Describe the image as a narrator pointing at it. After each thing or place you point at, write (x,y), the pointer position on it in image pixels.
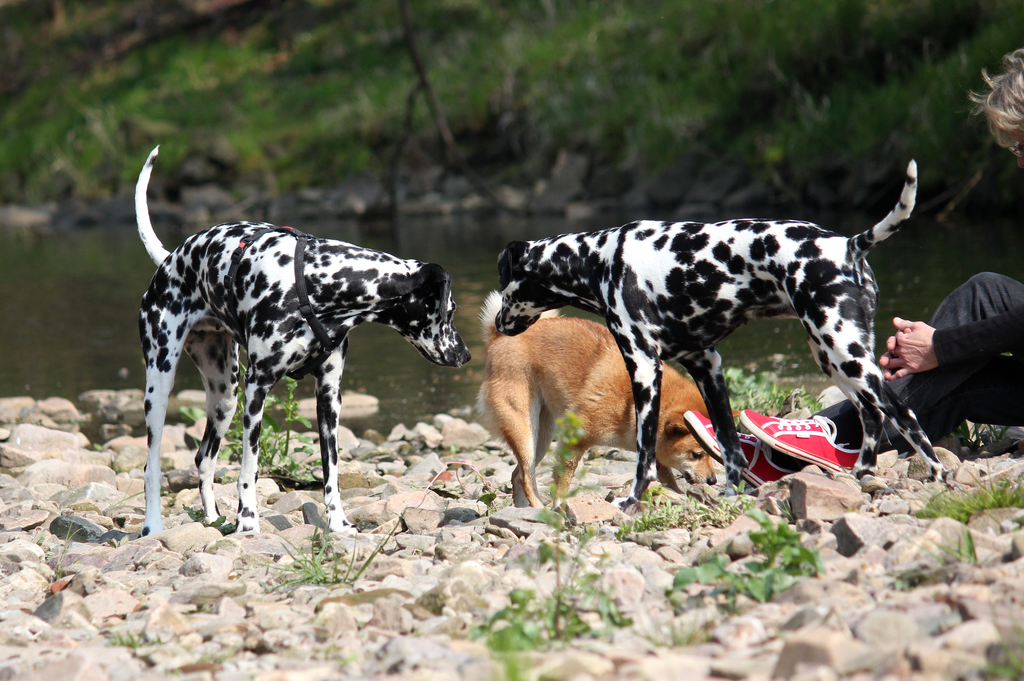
In the image there are three dogs (523,357) standing on the stones (270,555). And also there are small plants (797,547). On the right side of the image (951,322) there are legs (964,302) of a person (960,309) with shoes (751,443) and also there are hands (932,340). In the background (53,240) there is water (50,255) and also there are trees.
